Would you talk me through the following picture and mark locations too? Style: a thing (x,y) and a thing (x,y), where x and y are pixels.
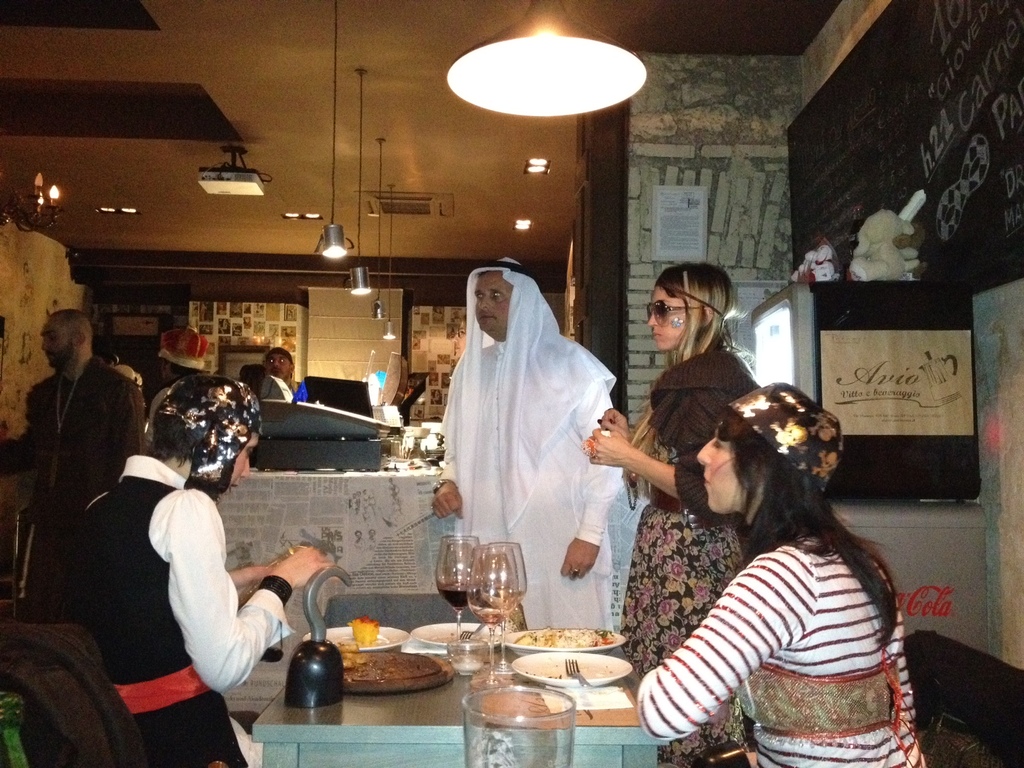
In this image I can see group of people (848,571) some are sitting and some are standing, in front (546,767) I can see few plates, glasses (571,717), spoons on the table (434,722), I can also see a person (505,468) standing wearing white color dress (534,435). Background (666,219) I can see a paper (681,218) attached to the wall (684,136) and the wall (697,136) is in gray color and I can also see few lights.
